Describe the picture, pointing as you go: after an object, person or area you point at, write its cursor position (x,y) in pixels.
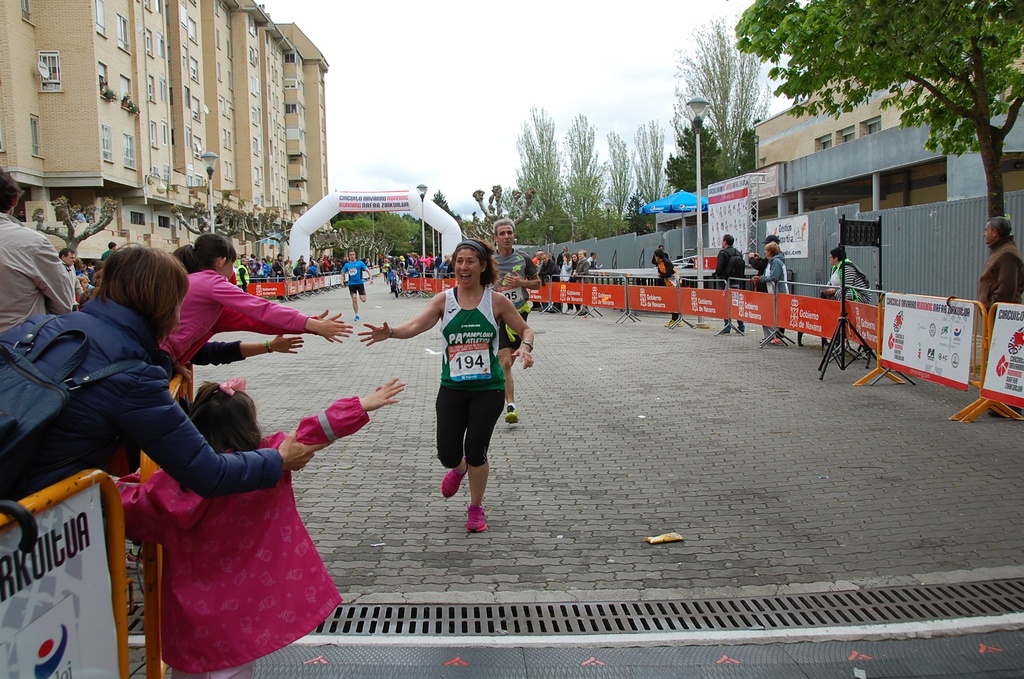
In this image it seems like a running race where there are few runners (419,332) running on the floor (436,377). There is a girl (467,349) in the middle (469,359) who is running by raising her hand (382,333) and trying to touch the hands (279,342) of the people (189,308) who are standing beside the fence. In the background (218,83) there is a building (164,99). On the right side (812,224) there is a fence (775,218). Beside the fence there are trees (741,129). At the top (676,98) there is the sky (676,98).
